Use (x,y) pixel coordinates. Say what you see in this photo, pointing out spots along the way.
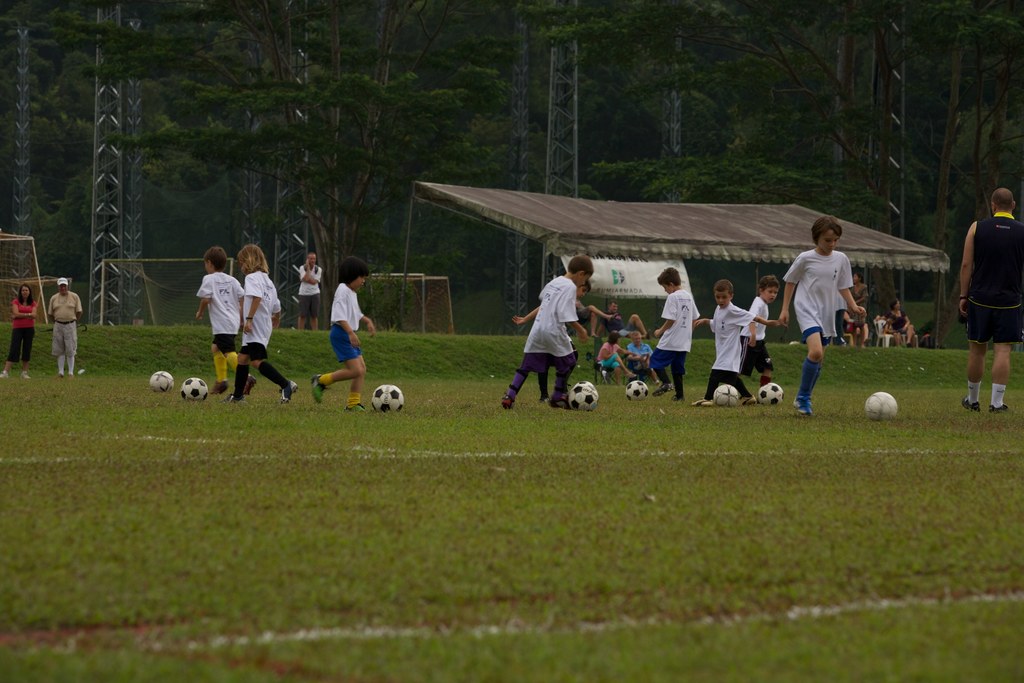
A group of children (553,346) are practicing football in a playground (173,388).
